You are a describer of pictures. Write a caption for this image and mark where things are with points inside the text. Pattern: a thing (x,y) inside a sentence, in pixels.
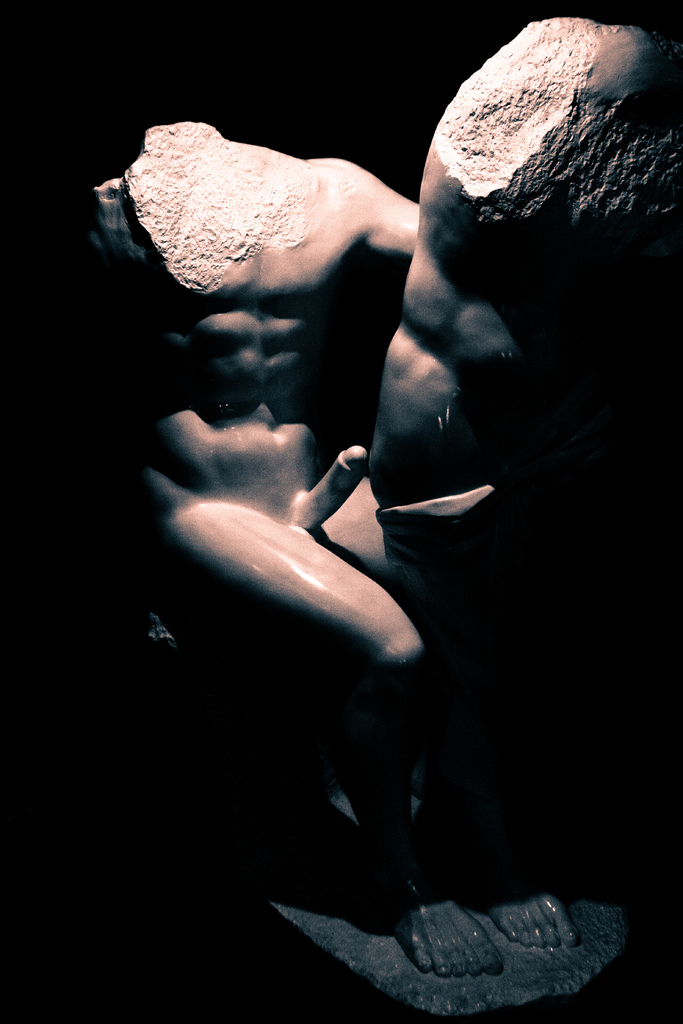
In this image there is a sculpture (296,382).
